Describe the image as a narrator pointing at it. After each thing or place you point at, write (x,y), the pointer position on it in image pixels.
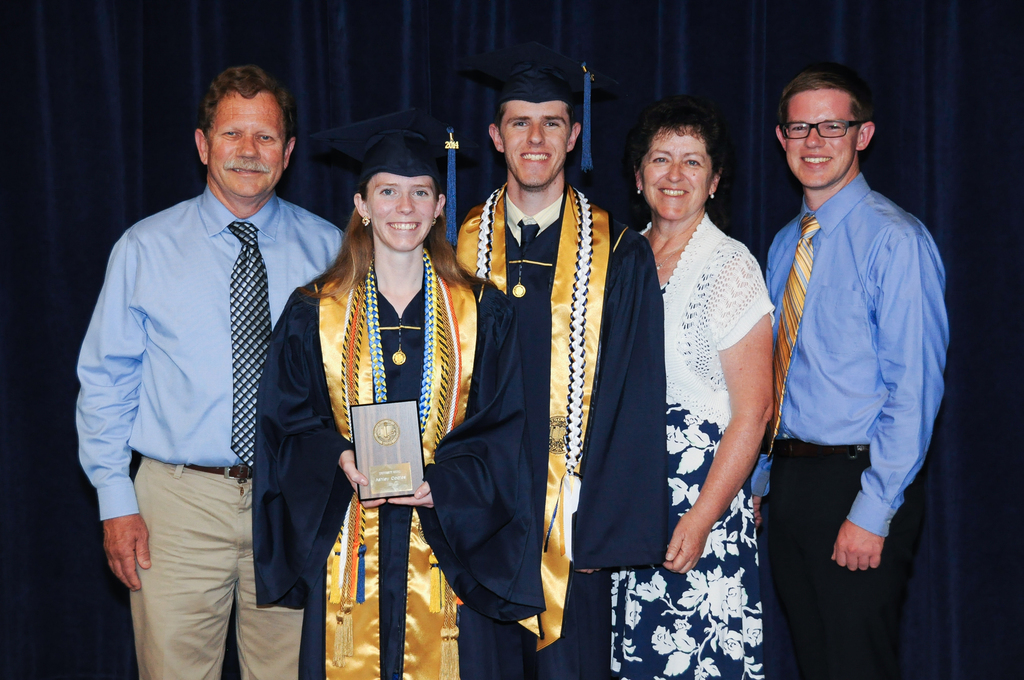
In this picture we can see five people (750,550) standing and smiling where a woman (380,225) holding a shield (370,426) with her hands (421,499) and in the background (307,68) we can see curtains (363,68).
